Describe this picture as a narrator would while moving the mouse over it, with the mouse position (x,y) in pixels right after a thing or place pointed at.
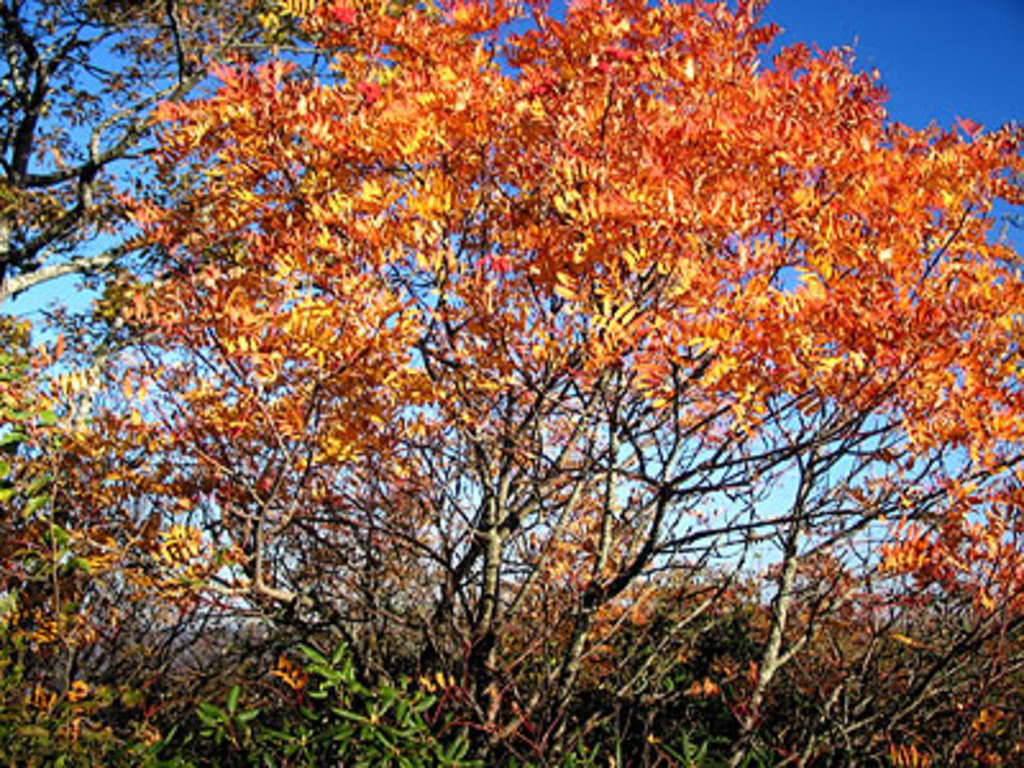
In this image, we can see so many trees (471,533) with leaves (903,547) and stem (1017,667). Background (800,245) there is a sky (797,276).
